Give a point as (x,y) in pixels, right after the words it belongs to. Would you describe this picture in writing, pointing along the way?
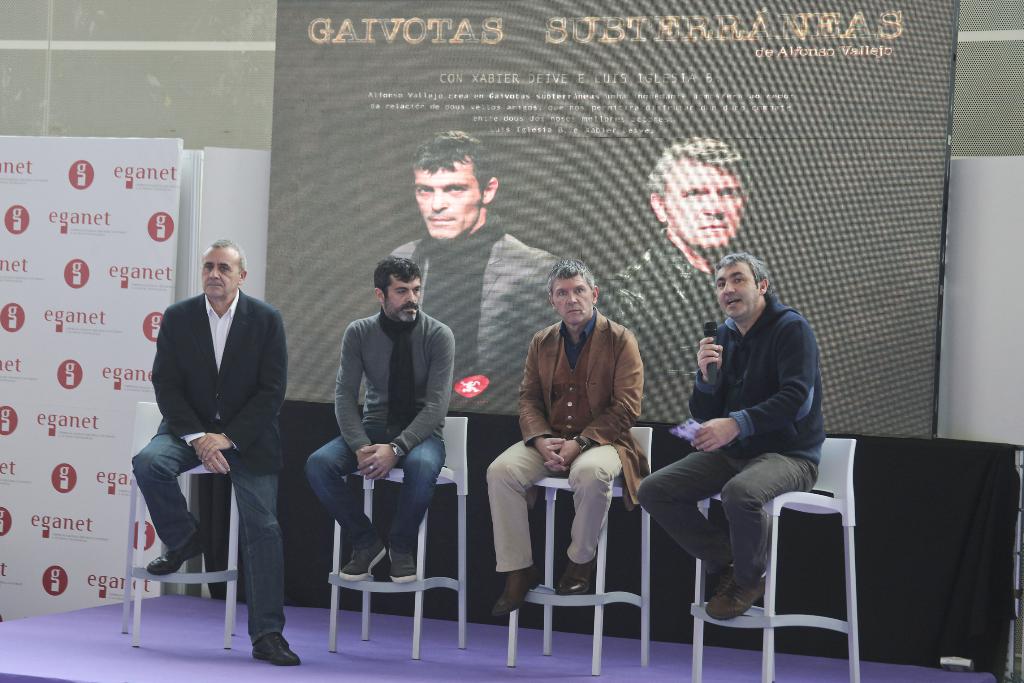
These four persons (349,406) are sitting on a chair (617,482). This man (731,449) is holding a mic (714,328). On this banner (693,55) there are pictures (466,257) of persons (711,272).
